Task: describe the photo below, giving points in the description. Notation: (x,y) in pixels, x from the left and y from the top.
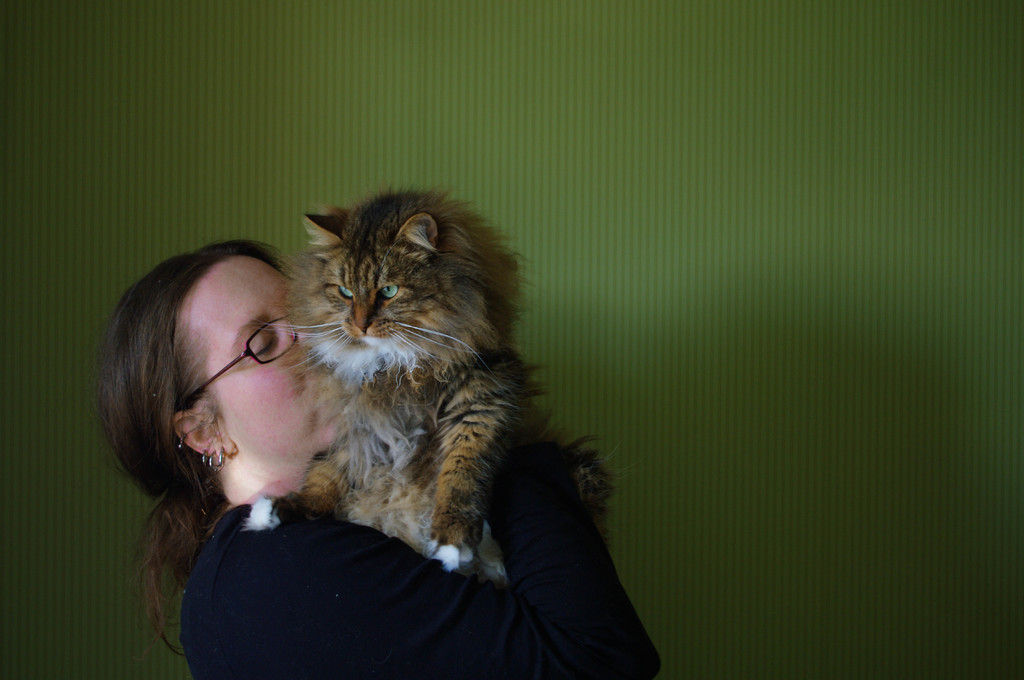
In this picture we can see women (267,638) wore spectacle (251,340) and holding animal (375,401) with her hand (537,486) and kissing it and in background (357,162) we can see wall (621,234).
